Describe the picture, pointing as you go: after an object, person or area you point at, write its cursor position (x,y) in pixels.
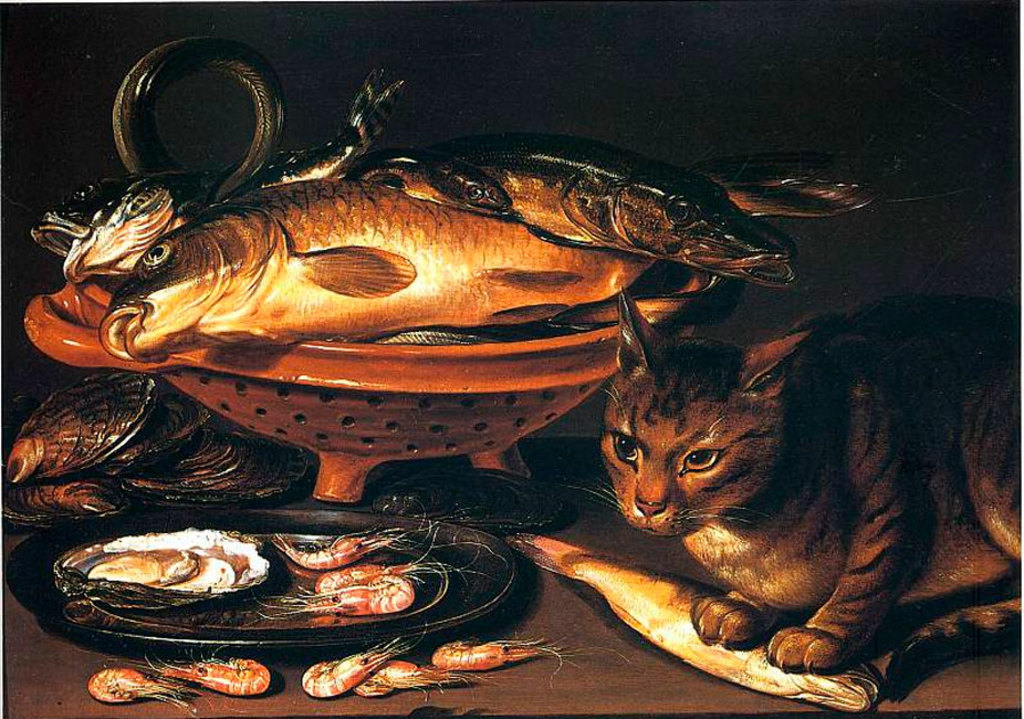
In this picture we can see a cat (807,575) standing on a fish (666,605) on to the right side (817,689). There are food items (256,562) in a plate (290,630) and some other food items (383,684) on the ground (582,673). We can see some fishes (393,312) in a bowl (321,356). Background (947,192) is black.
